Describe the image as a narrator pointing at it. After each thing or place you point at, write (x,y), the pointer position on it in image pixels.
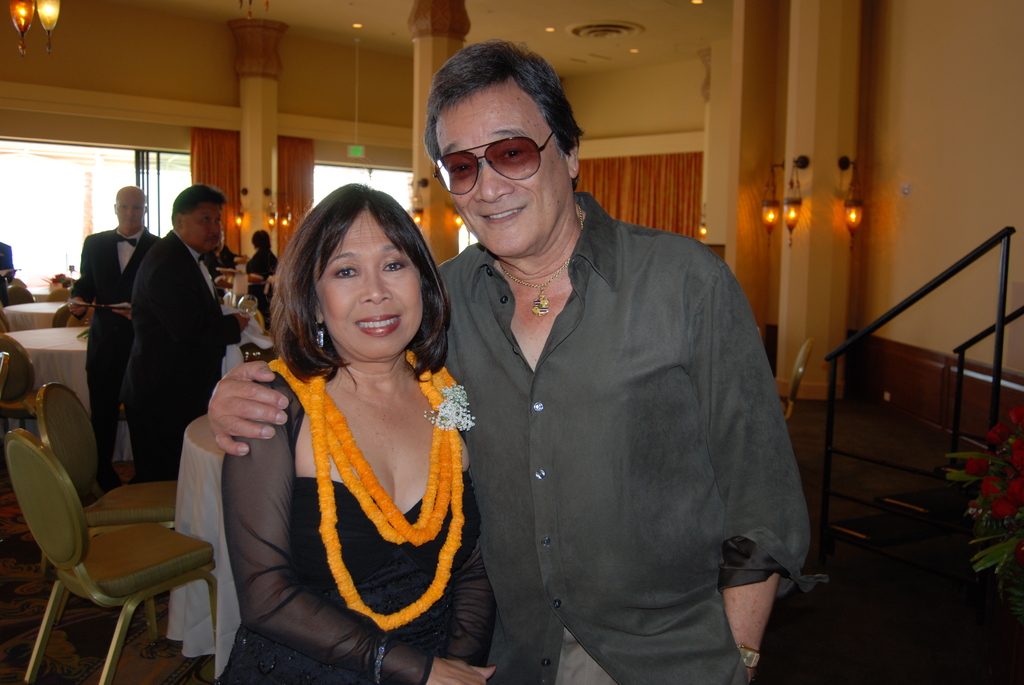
In this image there are two people (408,284) standing and smiling. On the left side (301,358) there is one woman (381,401), on the right side (688,564) there is one man (583,358) who is wearing spectacles (505,163). On the background of the left top corner there are two lights (53,16) and on the right side (992,485) there is one flower pot (990,494) and some stairs (917,518). On the left side (59,348) there are two tables (40,333) and chairs (83,479). On the left side (164,316) there are two men (143,298) standing. On the background of the image (293,176) there are two curtains (282,169) and two windows (338,173) and one ceiling (359,35).
